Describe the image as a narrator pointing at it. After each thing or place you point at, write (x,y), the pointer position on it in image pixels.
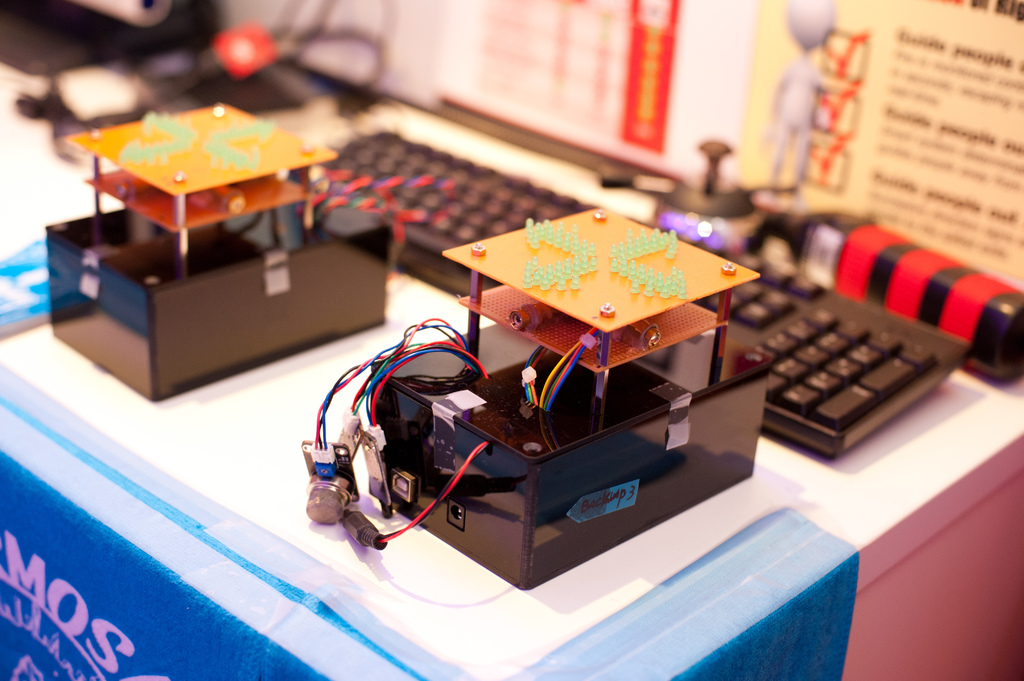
In this picture I can observe two devices (320,269) placed on the white color table (455,562). I can observe a keyboard (865,388) which is in black color. On the right side (805,116) there is a poster (790,139). I can observe some text (902,98) on the poster (862,146). The background (894,127) is blurred.
